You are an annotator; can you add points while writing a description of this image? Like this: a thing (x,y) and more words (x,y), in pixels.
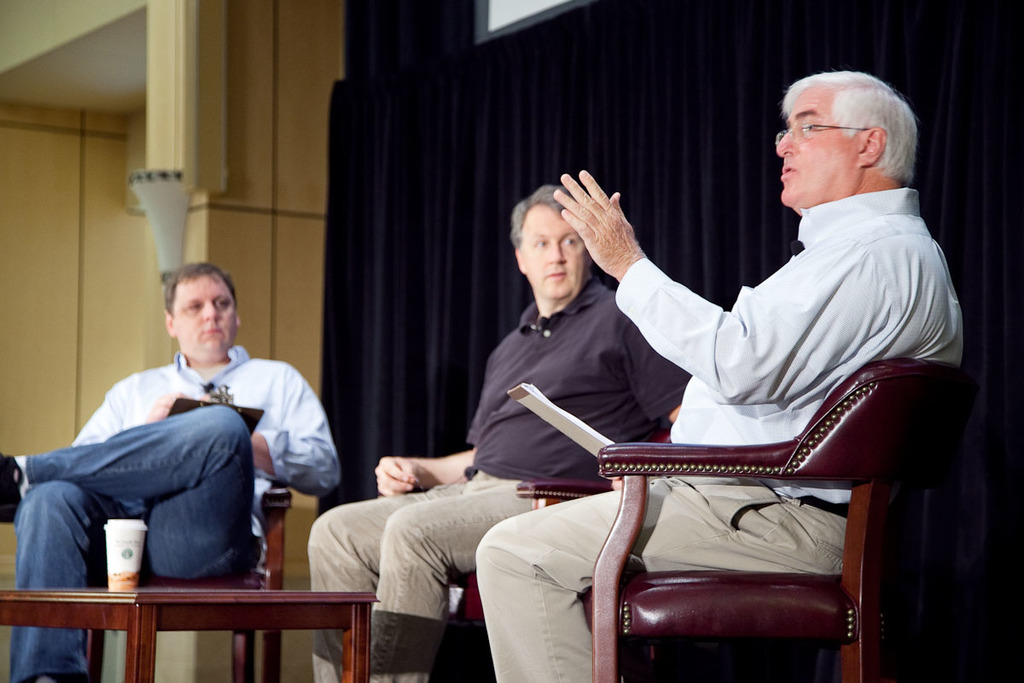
Here we can see three persons (637,273) are sitting on the chairs (755,616). He is holding a book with his hand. This is table (219,618). On the table (211,616) there is a cup (134,546). On the background (630,153) there is a curtain (547,134) and this is wall (85,234).
